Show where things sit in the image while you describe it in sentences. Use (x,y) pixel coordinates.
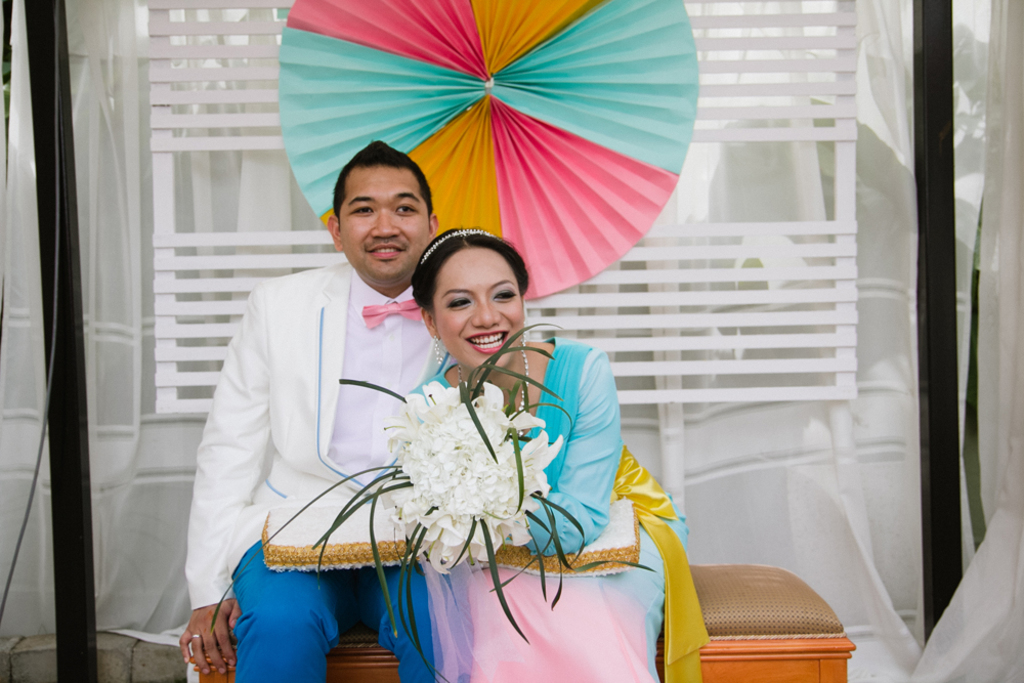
In this picture I can see a man (342,269) and a woman (576,357) smiling and sitting on the bench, woman (472,361) holding a bouquet (467,451), and in the background (636,10) there is a paper fan (400,139), there is a wooden object (188,74), there is cloth (179,12), these are looking like poles (47,58).
